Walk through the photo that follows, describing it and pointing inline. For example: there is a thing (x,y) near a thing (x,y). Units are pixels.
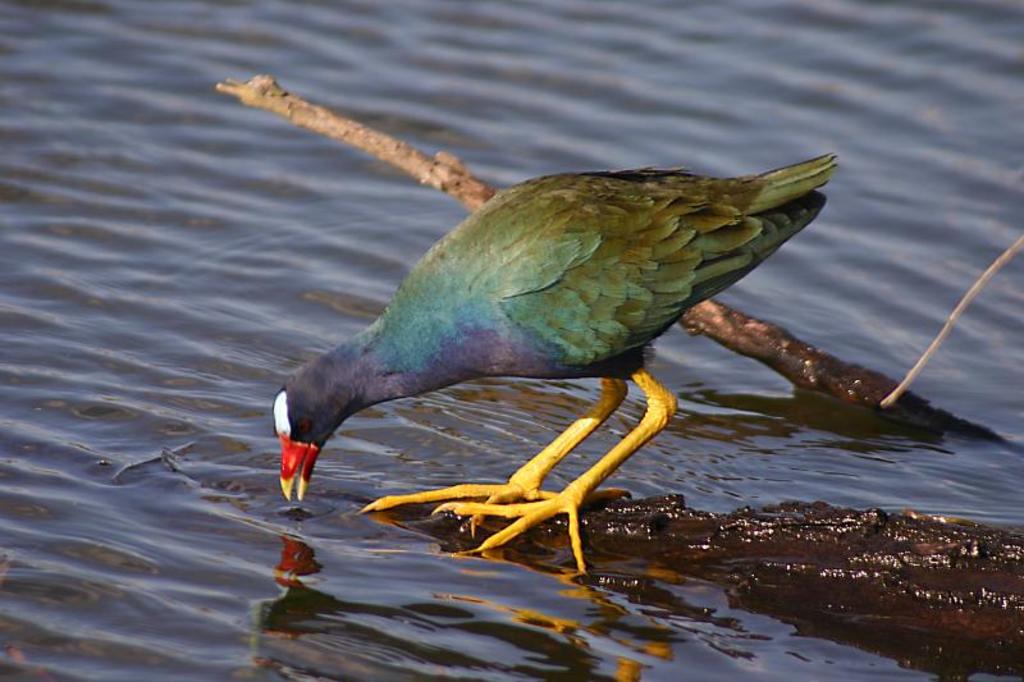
In this picture there is a bird (499,369) standing on the tree branch (688,511) and drinking water (237,522) and the bird (539,266) is in green, blue and violet color and it has red and yellow color beak (300,459). At the bottom (142,493) there is water (319,617).
